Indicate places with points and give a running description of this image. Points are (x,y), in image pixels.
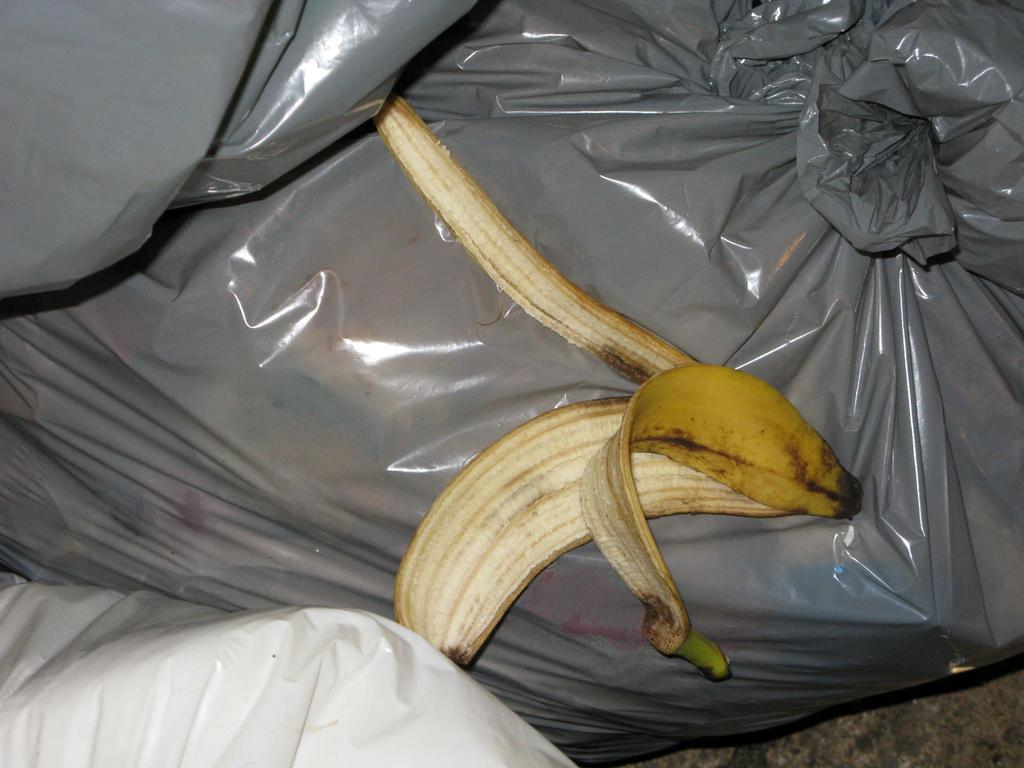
In the center of the image (345,501) we can see plastic bags (252,467), which are in ash and white color. On one of the plastic bags (560,375), we can see the banana peel (585,526).
